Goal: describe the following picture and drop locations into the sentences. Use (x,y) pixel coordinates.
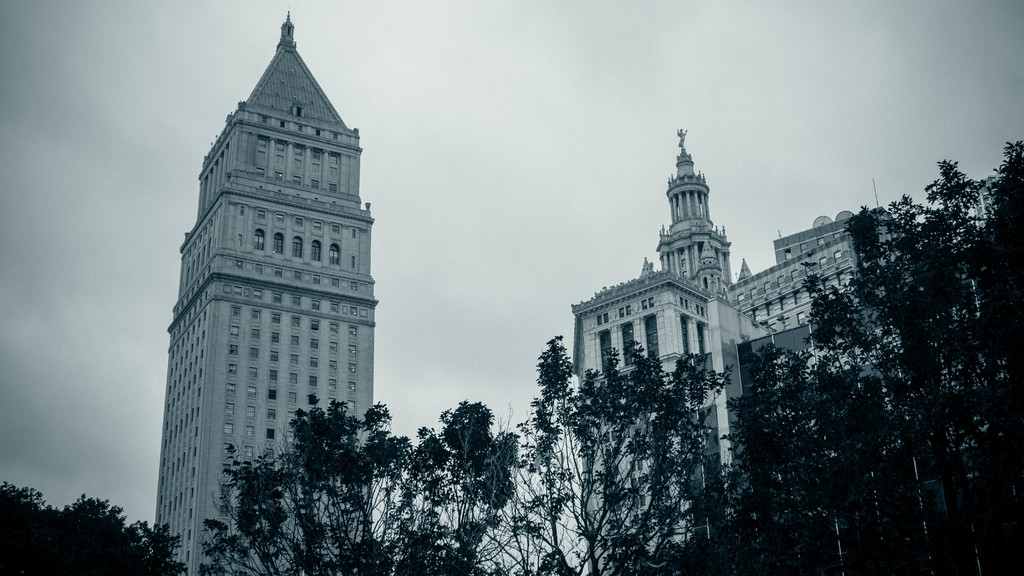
In this image I can see trees (811,535) in dark color, background (290,293) I can see few buildings (359,221) in white color and the sky (473,154) is in white color.
